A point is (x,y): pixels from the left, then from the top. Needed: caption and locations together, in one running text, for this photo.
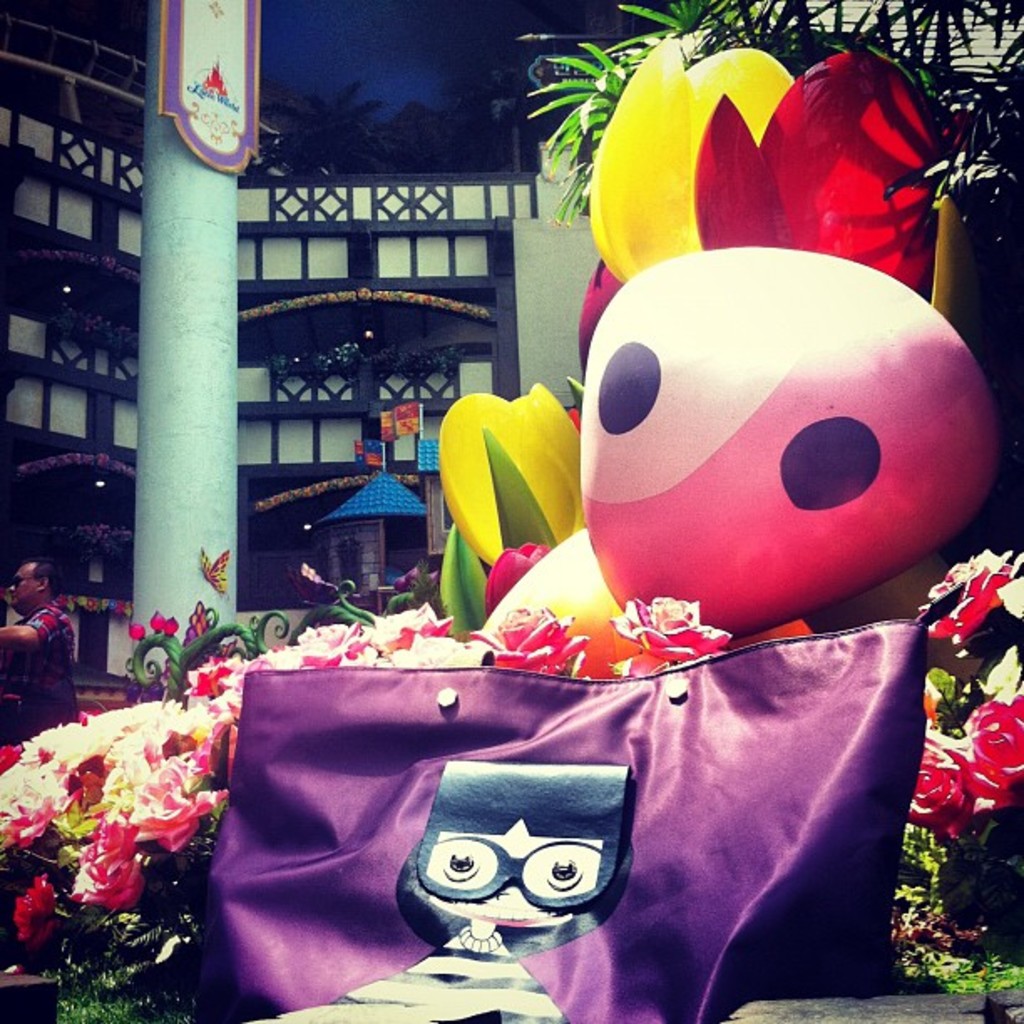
In this image at front (679,642) there are flowers (145,707), bag (522,685) and balloon (756,422). At the back side (20,686) there is a person (5,680) standing on the floor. At the background (337,354) there is a building (347,306).
